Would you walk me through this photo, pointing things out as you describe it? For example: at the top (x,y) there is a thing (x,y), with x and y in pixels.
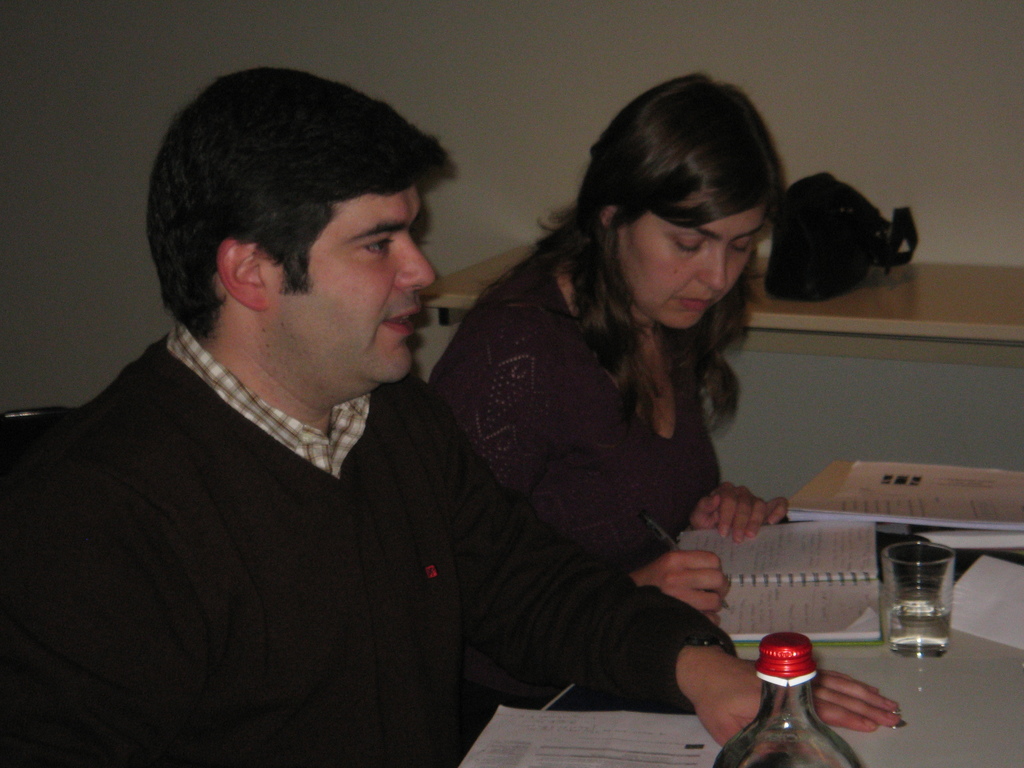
there are 2 people (561,339) sitting. the person (677,457) at the right (736,576) is writing in a diary (790,595). on the table (935,688) there is a glass (912,575) and bottle (780,728).
